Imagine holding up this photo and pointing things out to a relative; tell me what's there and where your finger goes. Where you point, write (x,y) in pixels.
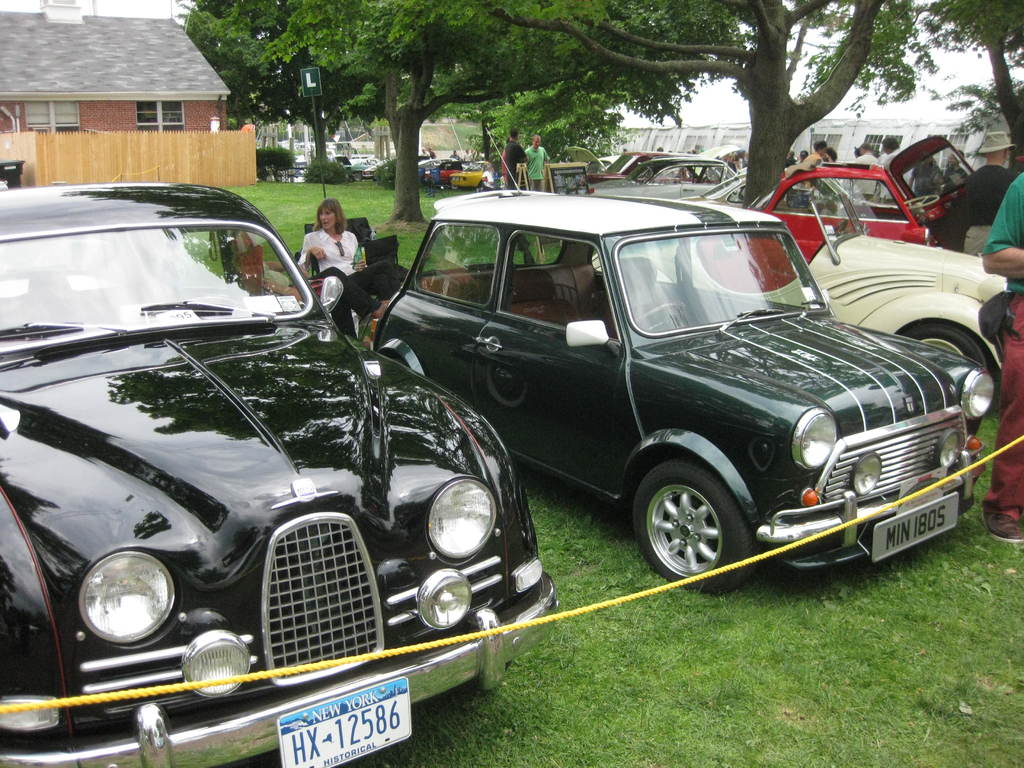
In this picture we can observe some cars (648,421) parked on this ground (615,659). There is some grass (645,667) on the ground (700,645). We can observe black color car (170,355) on the left side (241,467). There is a woman (348,237) sitting in the chair (367,240) behind the cars (331,292). We can observe some people (537,167) standing. On the left side (147,63) there is a house (125,70). In the background (563,0) there are trees (411,48).
